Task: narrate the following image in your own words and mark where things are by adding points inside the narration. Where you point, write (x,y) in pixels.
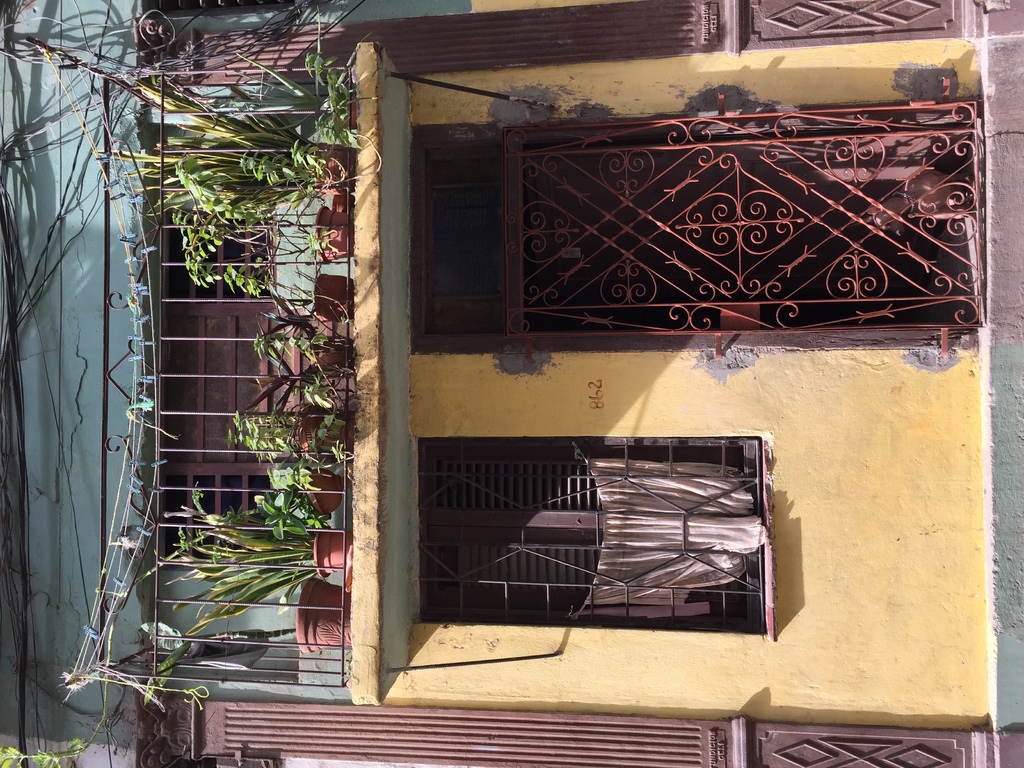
In this picture there is a building (471,379). In the center of the picture (513,495) there are plants (274,328), window (573,533) and door (957,133). On the left (6,337) they are cables (10,242).
